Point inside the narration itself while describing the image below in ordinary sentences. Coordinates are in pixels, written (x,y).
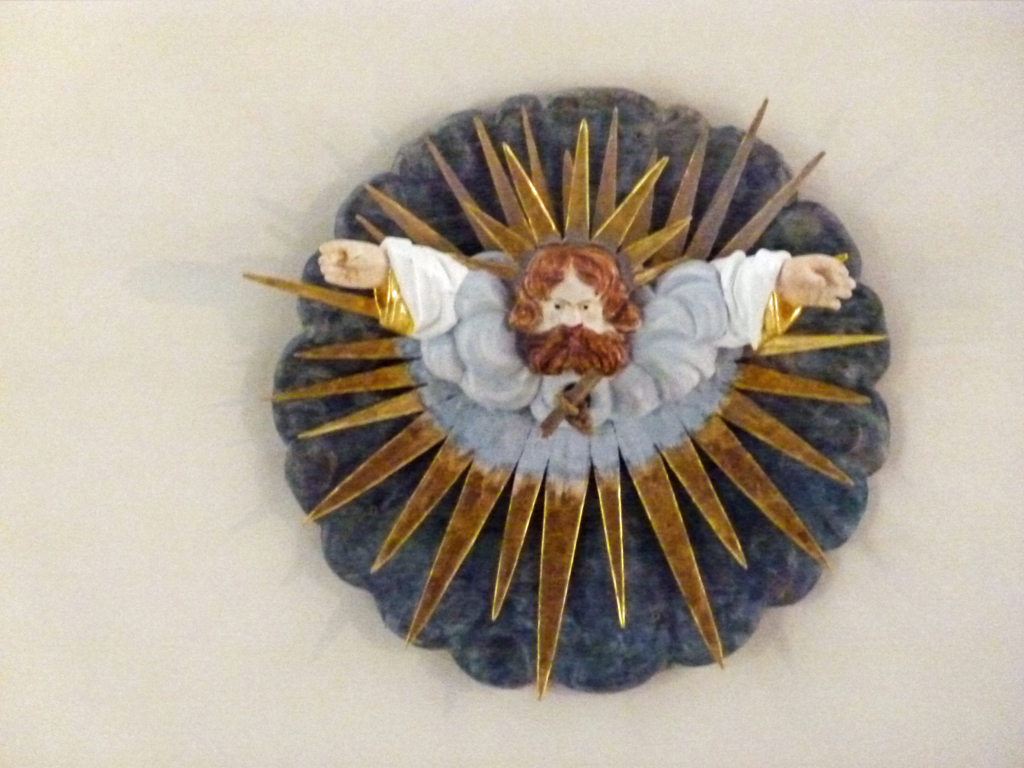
In the foreground of this image (646,355), there is a sculpture (534,298) on a wall (385,105).
